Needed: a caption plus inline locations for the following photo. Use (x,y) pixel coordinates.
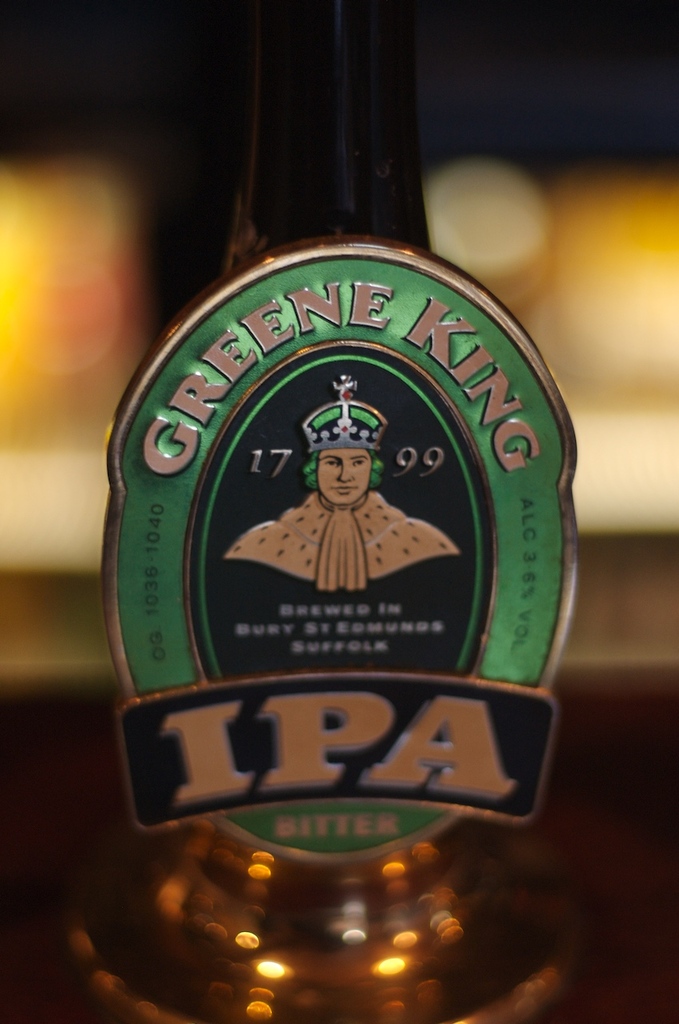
In the picture I can see a badge (458,693) which is green color on which we can see some text (359,696) is printed and we can see a person's face (332,497), which is attached to some object (316,125) and the background of the image (663,802) is dark and slightly blurred.
